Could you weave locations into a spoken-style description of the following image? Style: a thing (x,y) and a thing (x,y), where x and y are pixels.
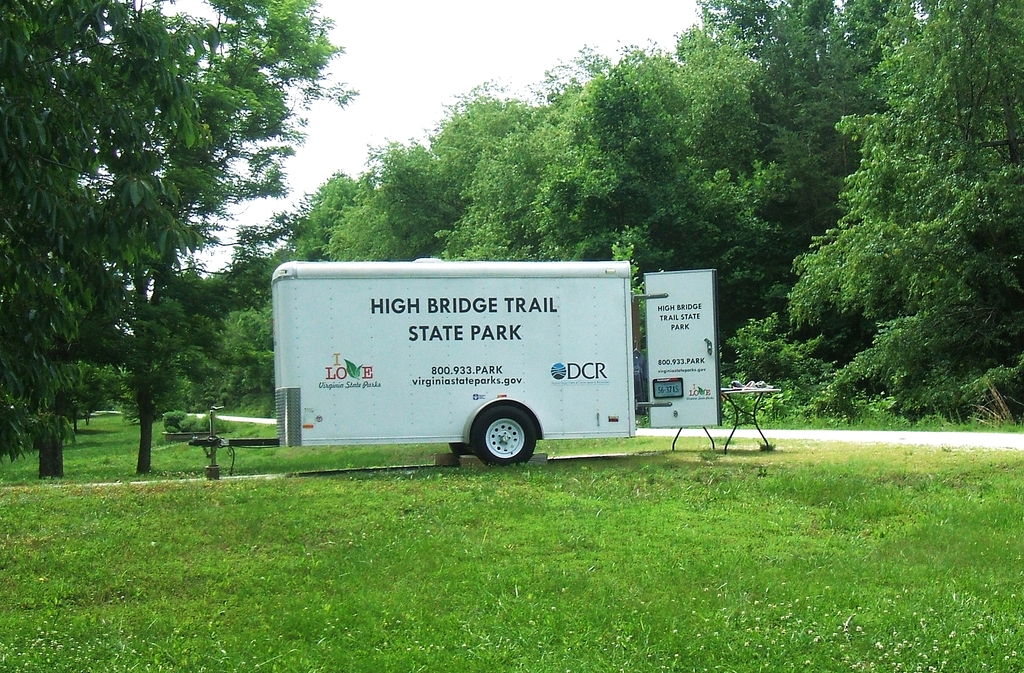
This picture is clicked outside. In the center (350,385) we can see the text (461,330) on the vehicle (591,423) and there are some objects (762,436) placed on the ground (159,524) and we can see the green grass (138,521), plants (938,419) and trees (182,299) and we can see the sky (468,87).
